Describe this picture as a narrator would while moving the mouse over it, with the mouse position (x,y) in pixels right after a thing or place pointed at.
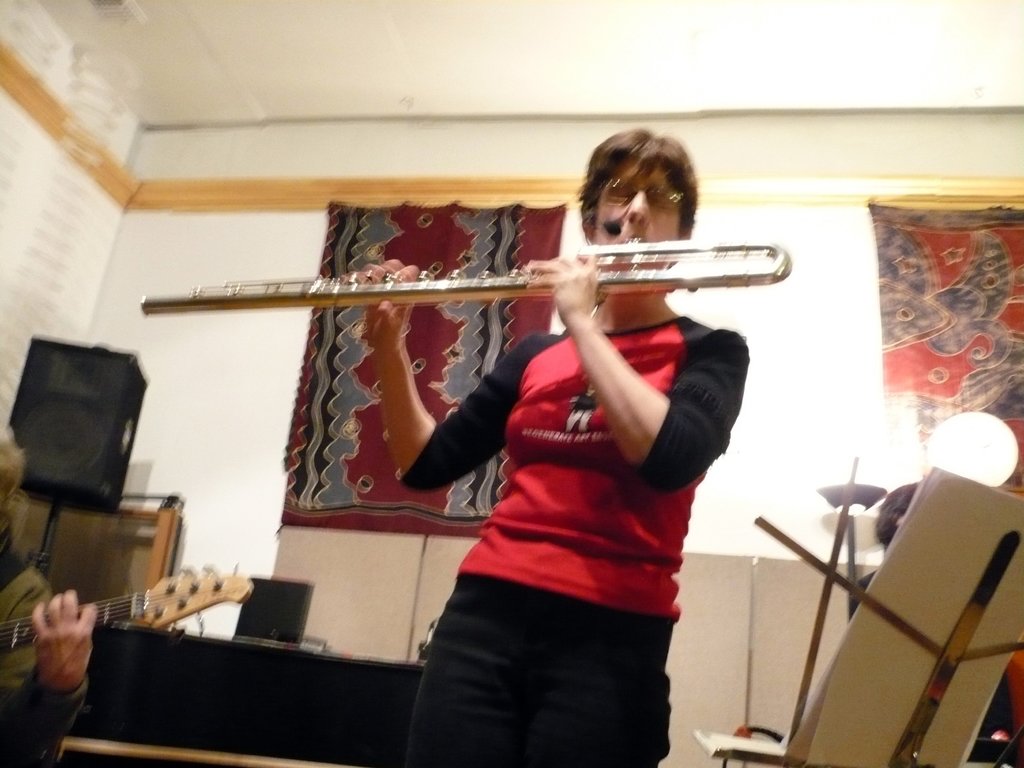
In this image I can see a woman (564,362) is playing the musical instrument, she wore red color top (578,504), black color trouser (545,662). On the left side (68,451) there is a speaker (123,446) in black color, on the right side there are lights (849,545).
